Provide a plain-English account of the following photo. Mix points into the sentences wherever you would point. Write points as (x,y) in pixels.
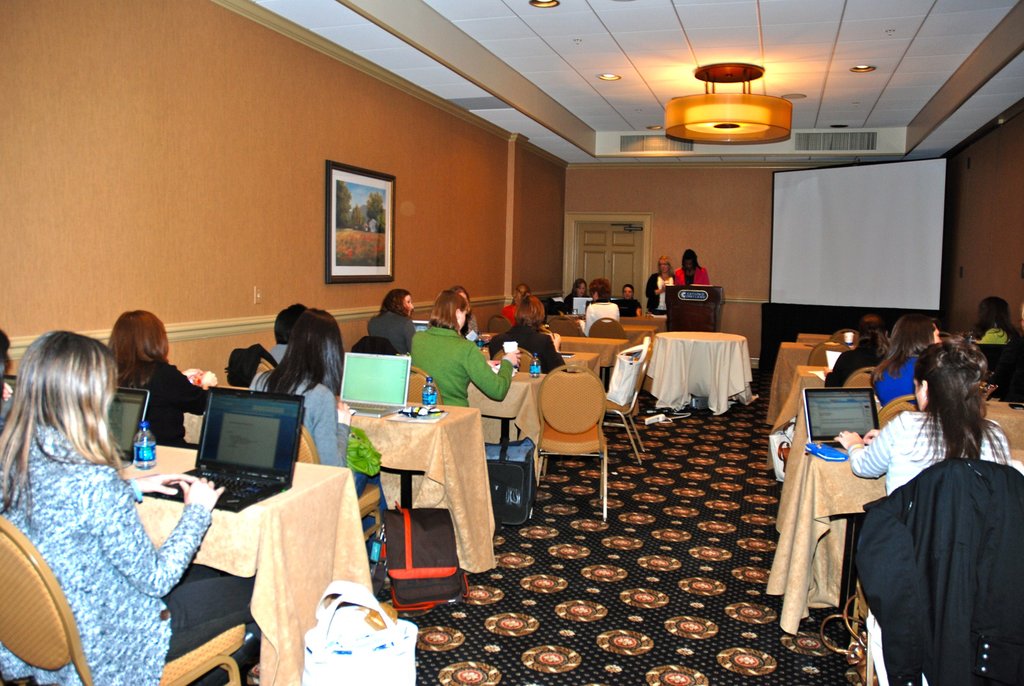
There are people (226,580) sitting on the chair (409,393) and working on laptop (219,453) which is on the table (322,547). On the table (417,430) we can see water bottles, laptops (246,497). Here in the middle (672,308) there is a podium (688,305) behind it there are two women (674,283) standing and a door (606,249), wall (756,215) and a screen (841,223). On the wall (409,214) we can see frame (370,221).
